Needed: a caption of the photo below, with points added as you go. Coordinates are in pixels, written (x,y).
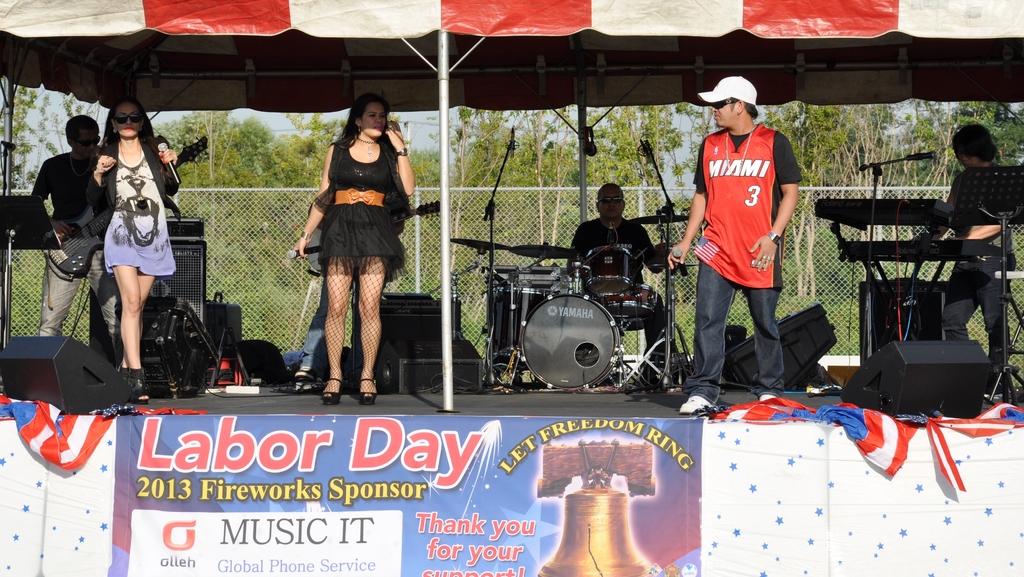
At the bottom of the image (57,407) there is a stage (57,407), on the stage (448,416) there is a banner (487,416) and few people (140,387) are standing and holding some microphones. Behind them few people (964,302) are playing some musical instruments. Behind them there is fencing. Behind the fencing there are some trees (1019,129). At the top of the image (398,67) there is a tent (454,85).
